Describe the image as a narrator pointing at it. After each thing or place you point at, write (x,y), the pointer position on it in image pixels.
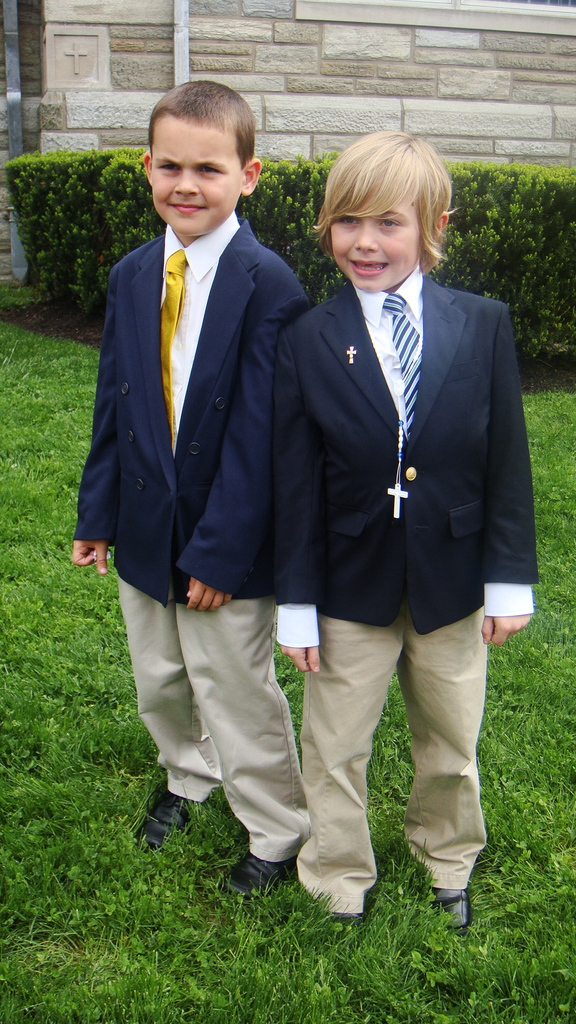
In this image in the center (315,400) there are kids (303,383) standing and smiling. In the background (265,144) there are plants (138,184) and there is a wall (274,56).
